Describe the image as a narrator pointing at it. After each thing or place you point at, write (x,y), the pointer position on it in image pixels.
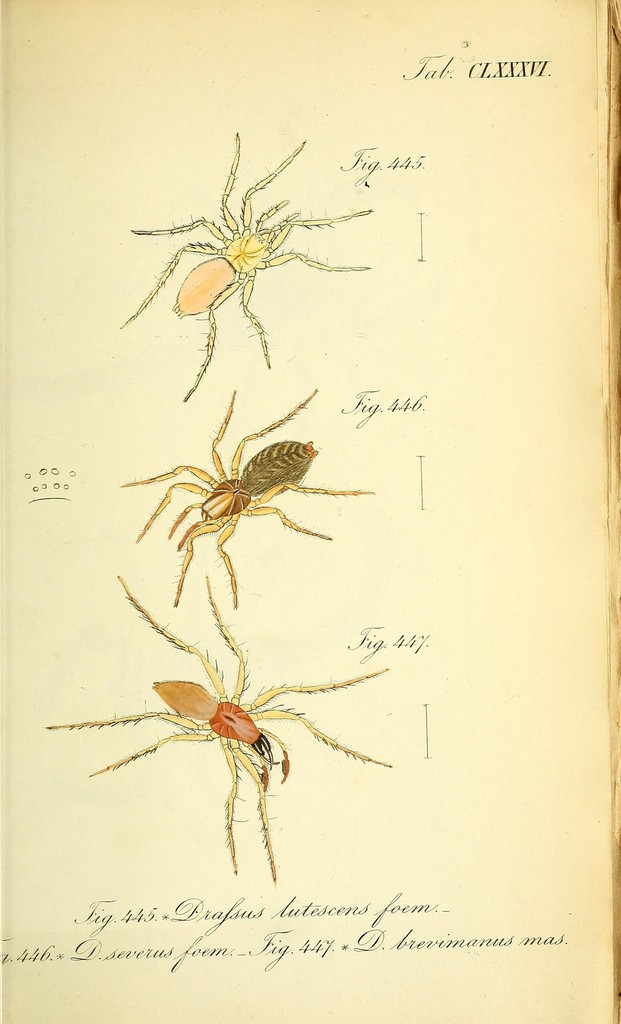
In the image on the paper (280,494) there are different types of spider images (288,225) on it. And also there is some text (409,937) on it.
